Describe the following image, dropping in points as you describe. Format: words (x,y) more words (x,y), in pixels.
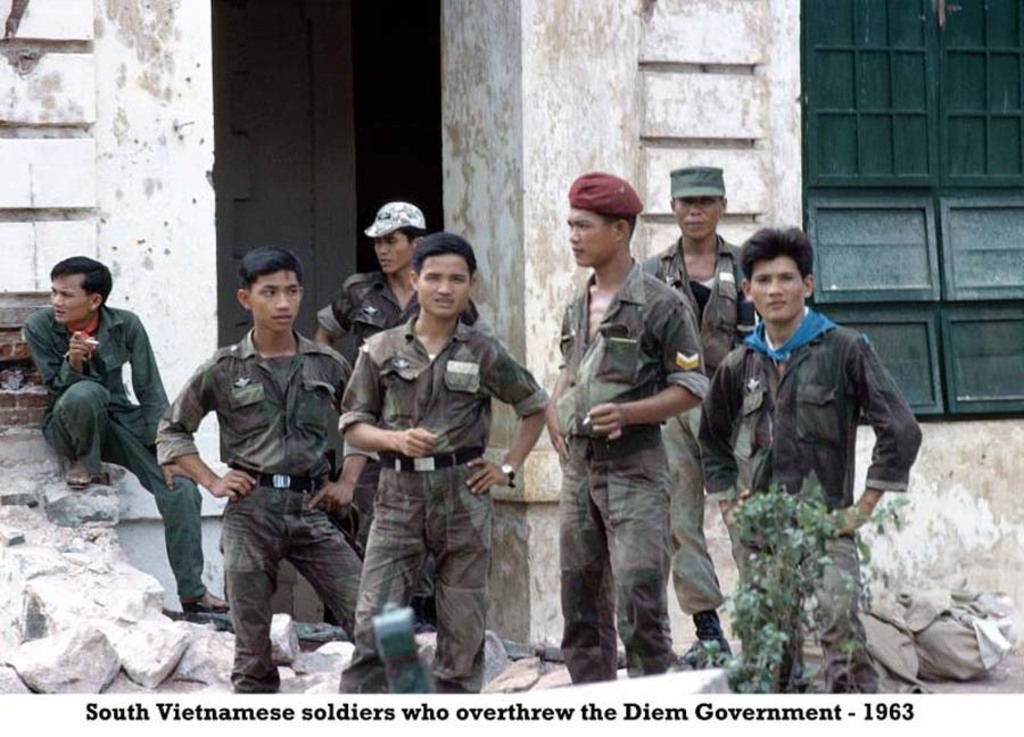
In this image I can see few people (391,464) and I can see all of them are wearing uniforms (450,389). I can also see few of them are wearing caps (396,212) and here I can see something is written.
